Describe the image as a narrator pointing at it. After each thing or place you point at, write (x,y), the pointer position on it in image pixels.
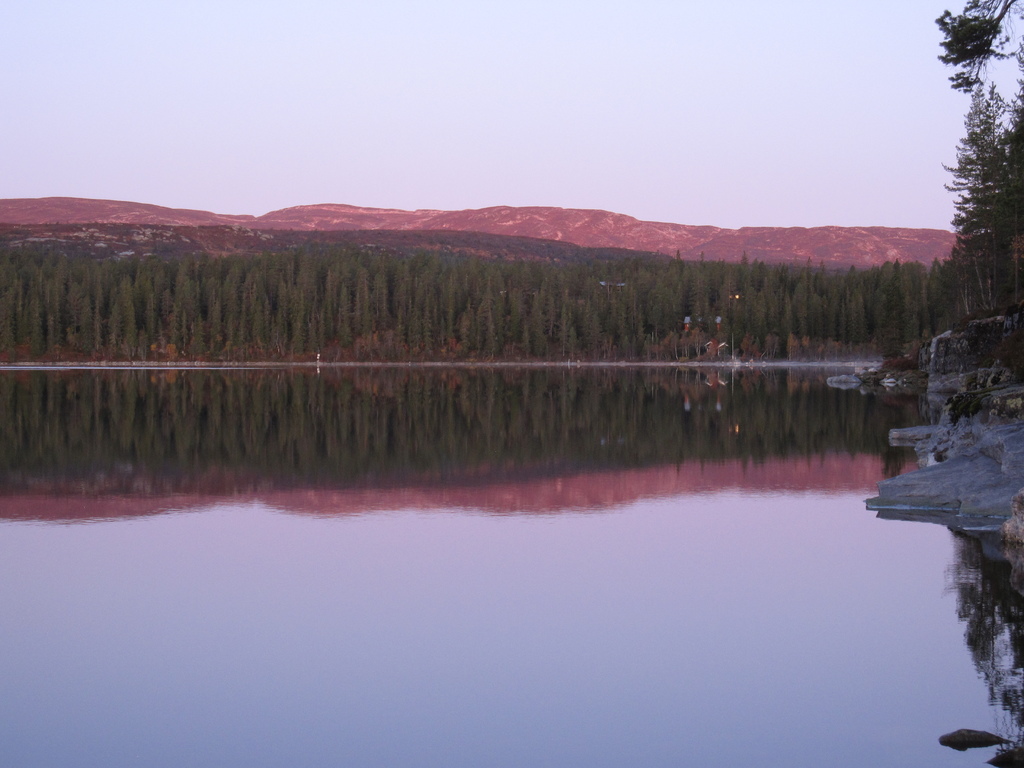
In the foreground of this image (1015,570), there is water (742,637). On the right (938,450), there are rocks (969,424). In the background (707,306), there are trees (750,332), mountains (834,251) and the sky (370,69).
